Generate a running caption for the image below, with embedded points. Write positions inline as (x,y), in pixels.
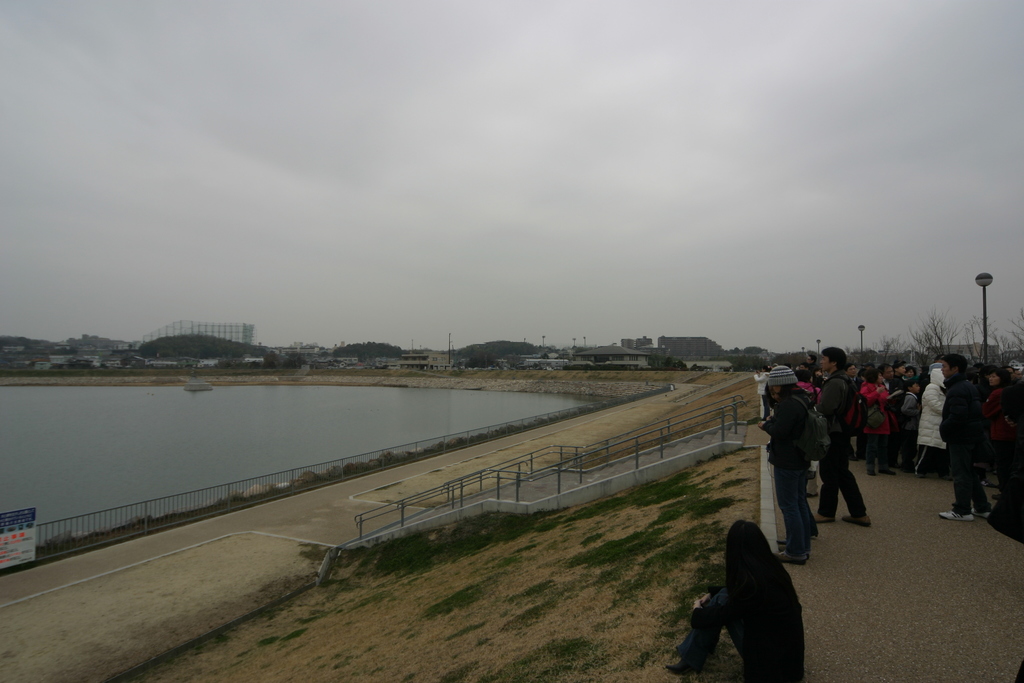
In this image there are a few people (920,424) standing on the road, in front of them there are stairs (550,481), railing (69,549), a board (14,544) with some text (28,515) and river (97,459). In the background (165,364) there are buildings (117,362) and the sky (483,209).
